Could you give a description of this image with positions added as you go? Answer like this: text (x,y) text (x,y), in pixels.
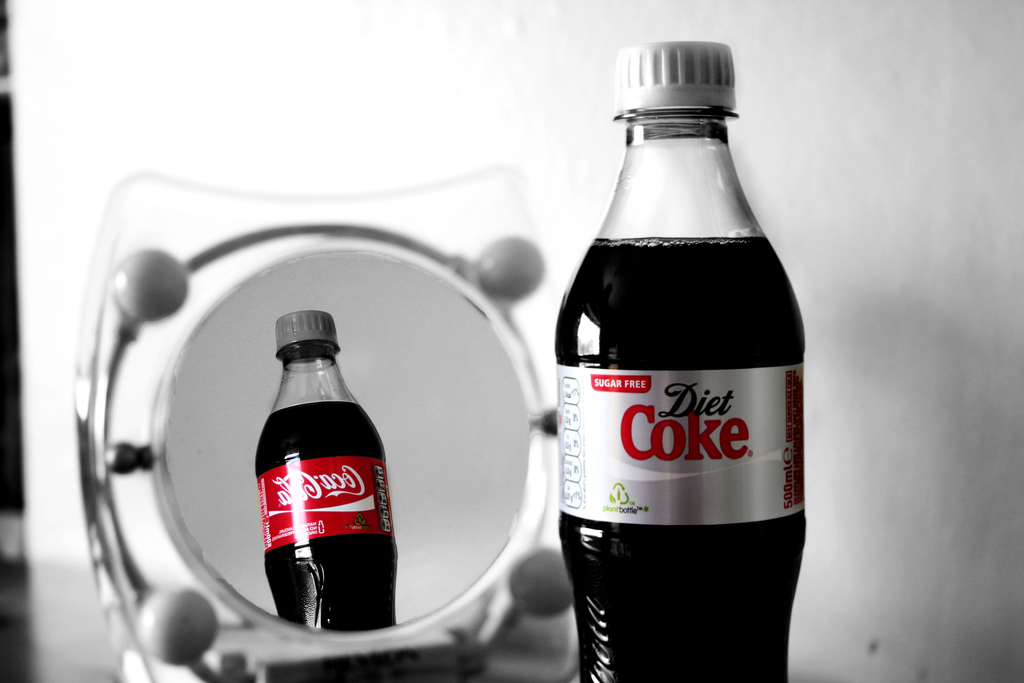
In this image I can see a bottle (715,370) and diet coke is written on it. In the background (430,303) I can see a mirror (242,372) and a reflection (279,335) of a bottle (280,456).
